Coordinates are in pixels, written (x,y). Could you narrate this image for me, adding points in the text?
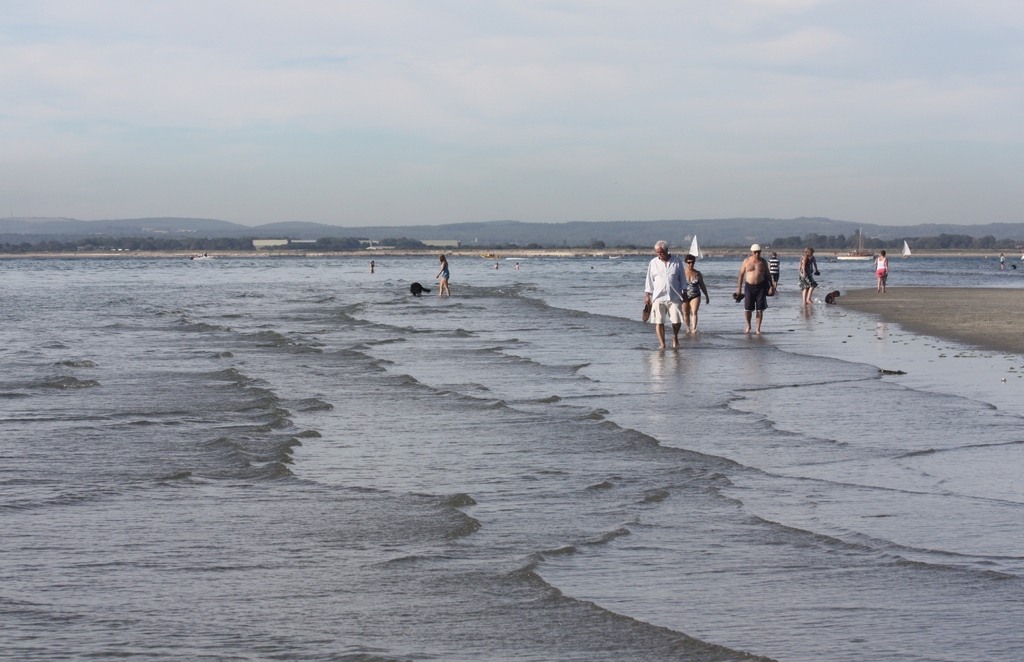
As we can see in the image there is water (475,393), few people (759,281) here and there and in the background (344,242) there are trees (638,243). At the top (700,130) there is sky (505,94).
